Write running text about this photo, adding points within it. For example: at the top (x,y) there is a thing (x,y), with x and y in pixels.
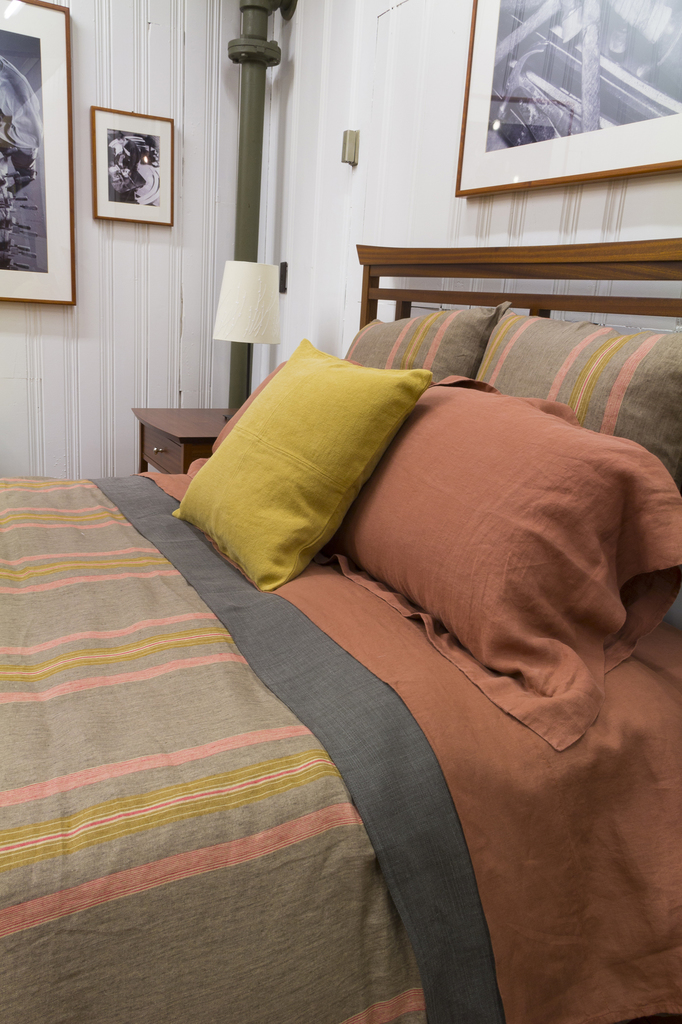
We can see photo frames (510,134) over a wall (194,261). There is lamp (238,313) on the table (187,417). Here we can see a bed (303,549) with pillows (424,517) and a blanket (261,622).
